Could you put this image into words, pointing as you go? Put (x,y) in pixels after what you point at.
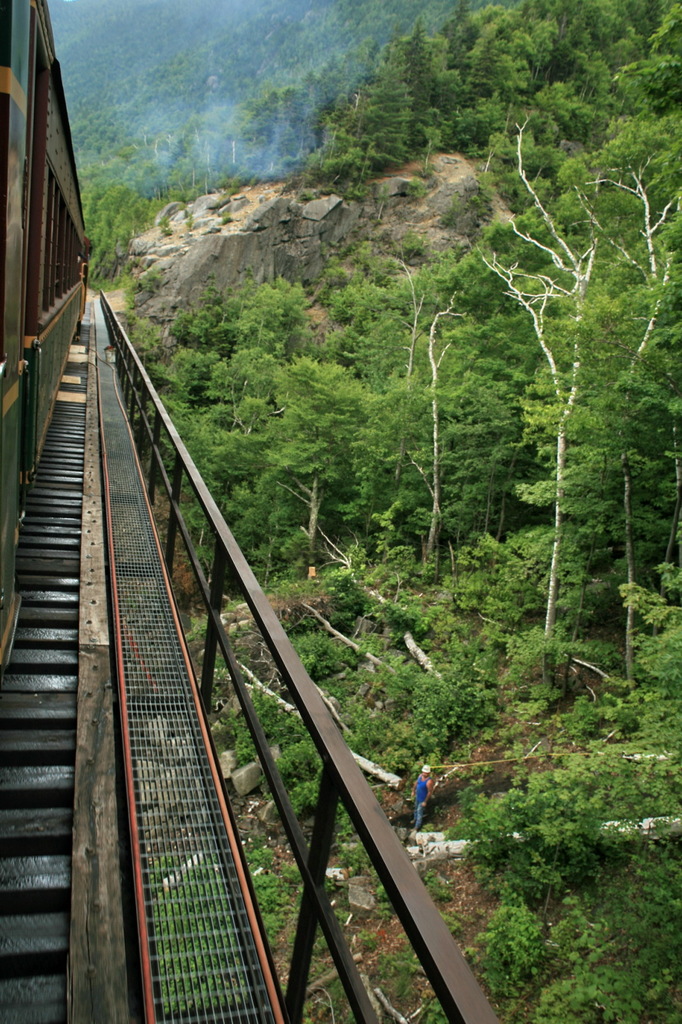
In this picture we can see a train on a railway track (92,570), beside this train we can see a fence (325,822), person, trees (512,30), rocks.
